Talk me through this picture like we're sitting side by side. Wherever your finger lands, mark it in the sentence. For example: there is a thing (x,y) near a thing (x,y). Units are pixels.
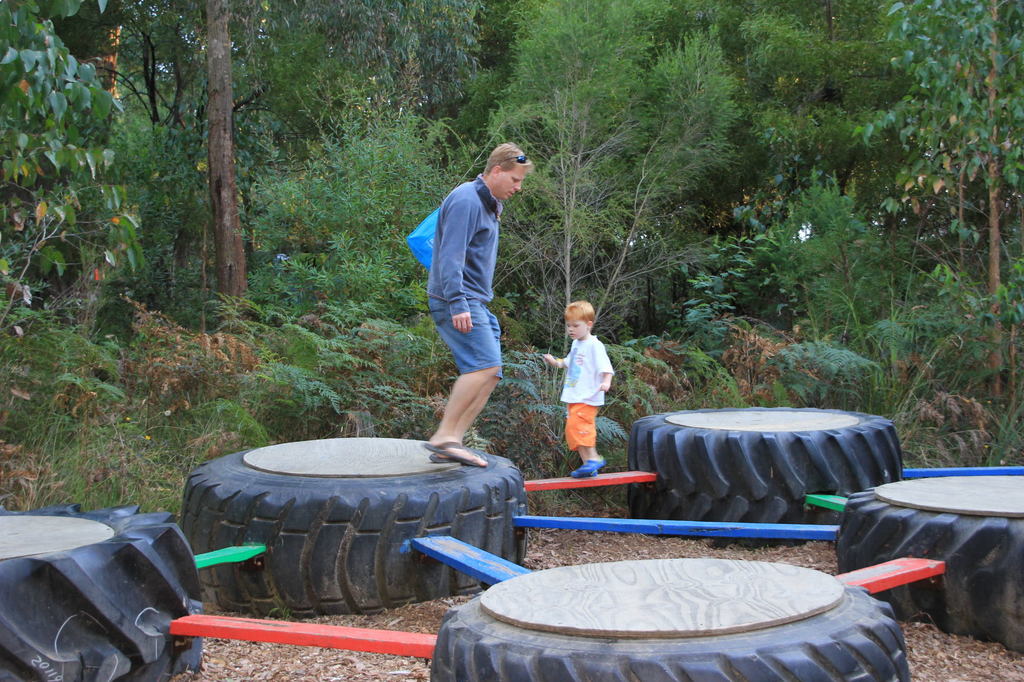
As we can see in the image there are tyres (982,590), two persons (492,349) standing, plants (448,357) and trees (431,75). The man (455,336) is wearing blue color jacket (443,232) and the boy (606,389) is wearing white color t shirt (583,384).
